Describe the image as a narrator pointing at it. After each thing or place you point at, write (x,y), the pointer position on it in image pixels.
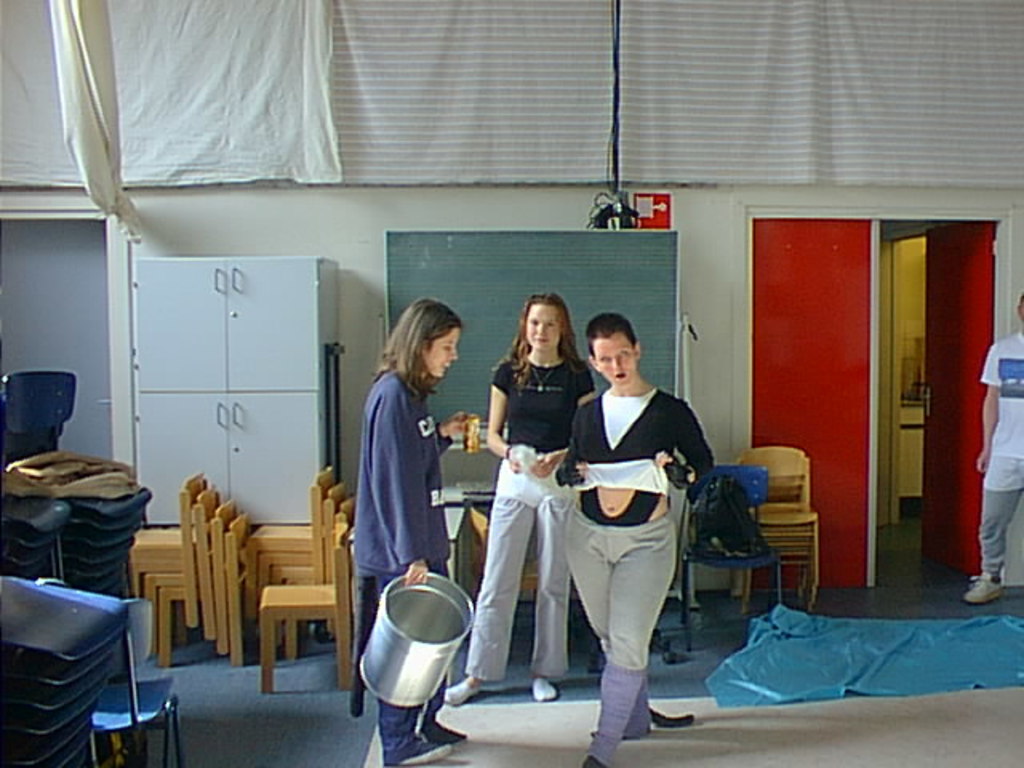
In this picture we can see three woman (520,489) standing, the woman (424,508) on the left side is holding steel bucket (438,616), the woman (609,513) in the right side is holding cloth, in the background (251,571) we can see some of chairs (289,558) and also we can see a cupboard (238,381), on the right side of the image (1010,423) we can see a person (1012,434) standing and also there is a door (952,406), on the top of the image (669,126) we can see a cloth (741,115) covered the wall (358,117).
